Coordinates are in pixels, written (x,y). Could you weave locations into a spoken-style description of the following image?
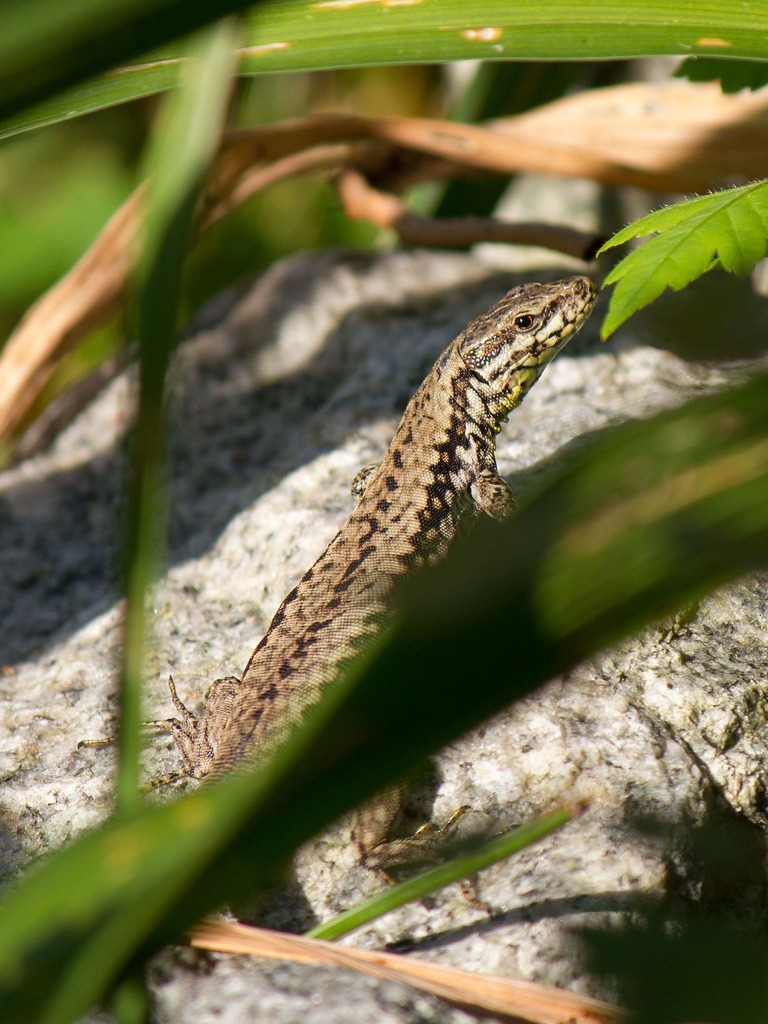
In the foreground of the picture (125,584) there are leaves (750,19). In the center of the picture (372,505) there is a lizard like animal (343,555) on a rock (278,388). The background (83,194) is blurred.
